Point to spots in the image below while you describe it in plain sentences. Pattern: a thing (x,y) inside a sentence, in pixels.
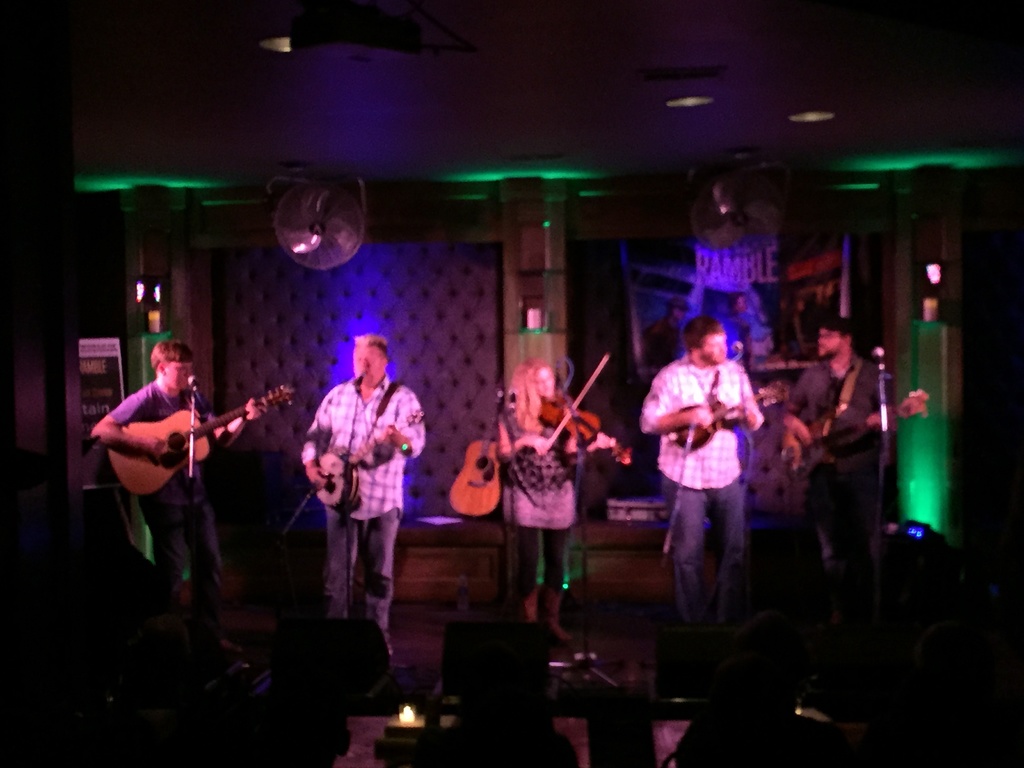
In this picture there are group of musicians (533,495) standing and performing. All of them are holding a musical instruments (353,481) in their hands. At the right side (886,382) there is a mic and a stand (878,537). The man (198,398) at the left side (153,418) standing is singing in front of the mic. In the background (373,313) there is a wall (398,302). On the top (323,222) there is a fan (323,222). At the right side (700,298) there is a curtain (771,296).
